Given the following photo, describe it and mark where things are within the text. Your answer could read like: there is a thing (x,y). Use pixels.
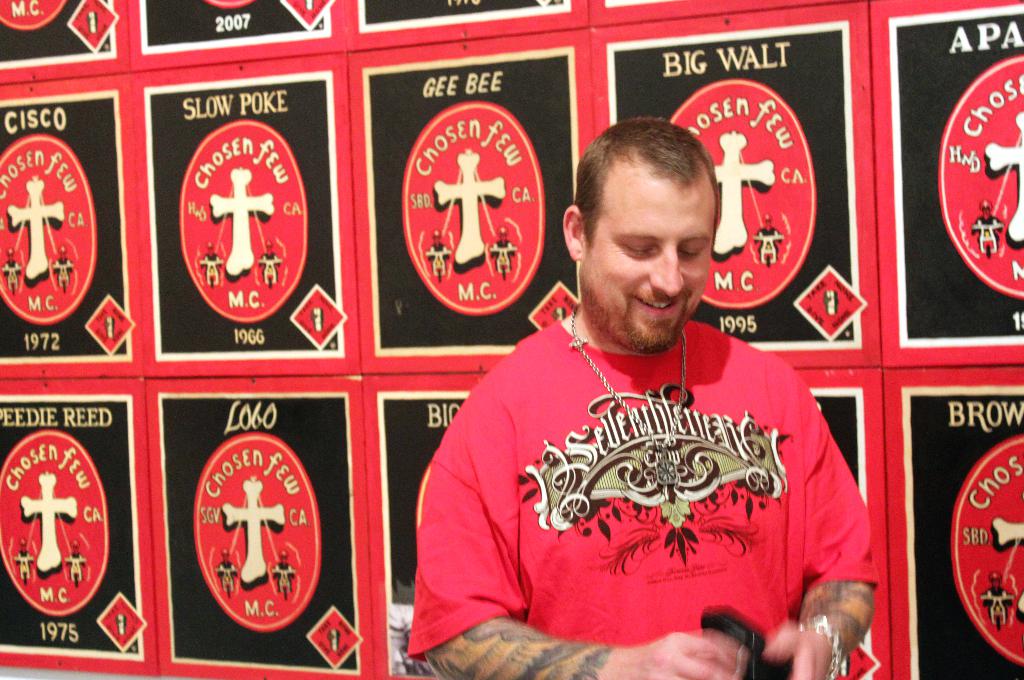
In this image we can see a person (719,385). In the background of the image (531,273) there are some posters (520,259).
